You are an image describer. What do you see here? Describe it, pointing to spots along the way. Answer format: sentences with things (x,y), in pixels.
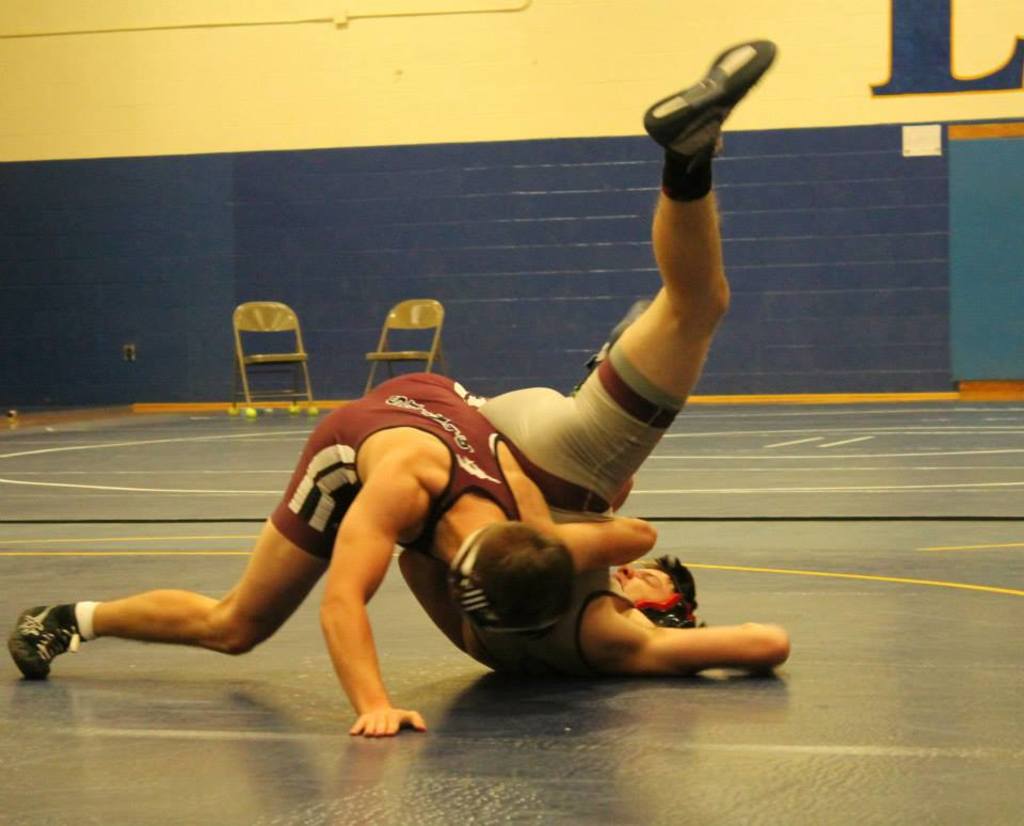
This is the picture of a place where we have two people (375,576) on the floor (473,737) and behind there are two chairs (285,322) and the wall (438,278) has blue paint (460,246).
